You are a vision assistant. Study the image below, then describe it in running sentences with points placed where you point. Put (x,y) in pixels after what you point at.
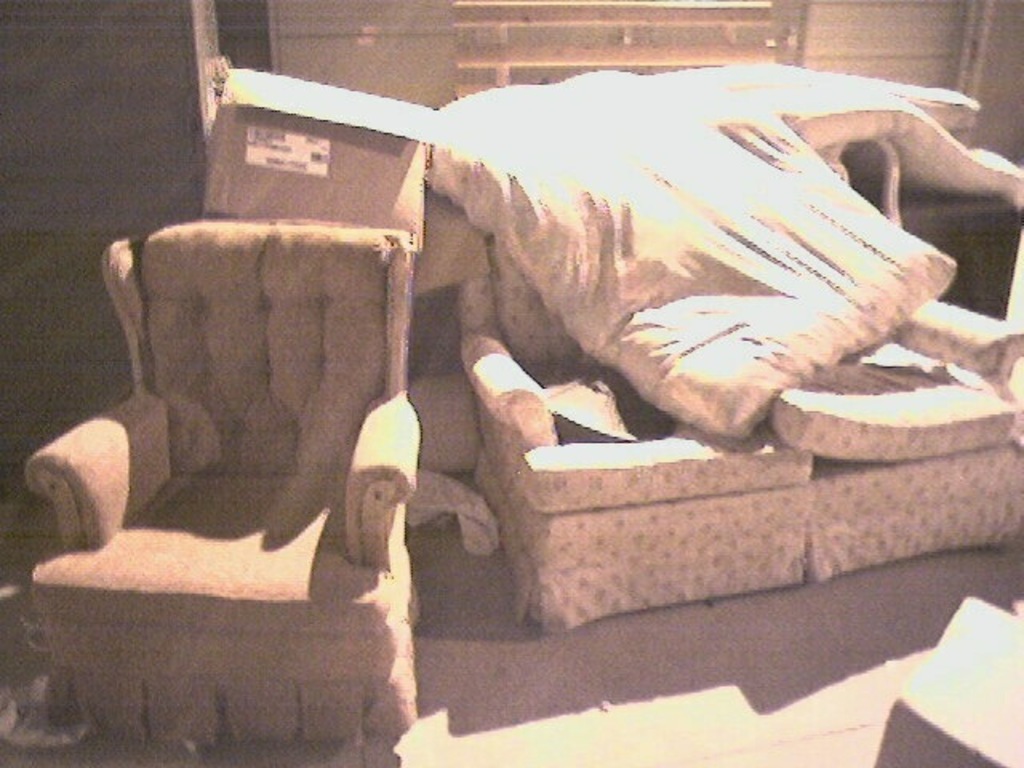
In this image there is a sofa set (297,613) on the floor (701,630) and there is a bed (735,190) on the sofa set (492,311) and there is a wall (413,40). And there is a box (246,112) on the sofa set (243,234).
